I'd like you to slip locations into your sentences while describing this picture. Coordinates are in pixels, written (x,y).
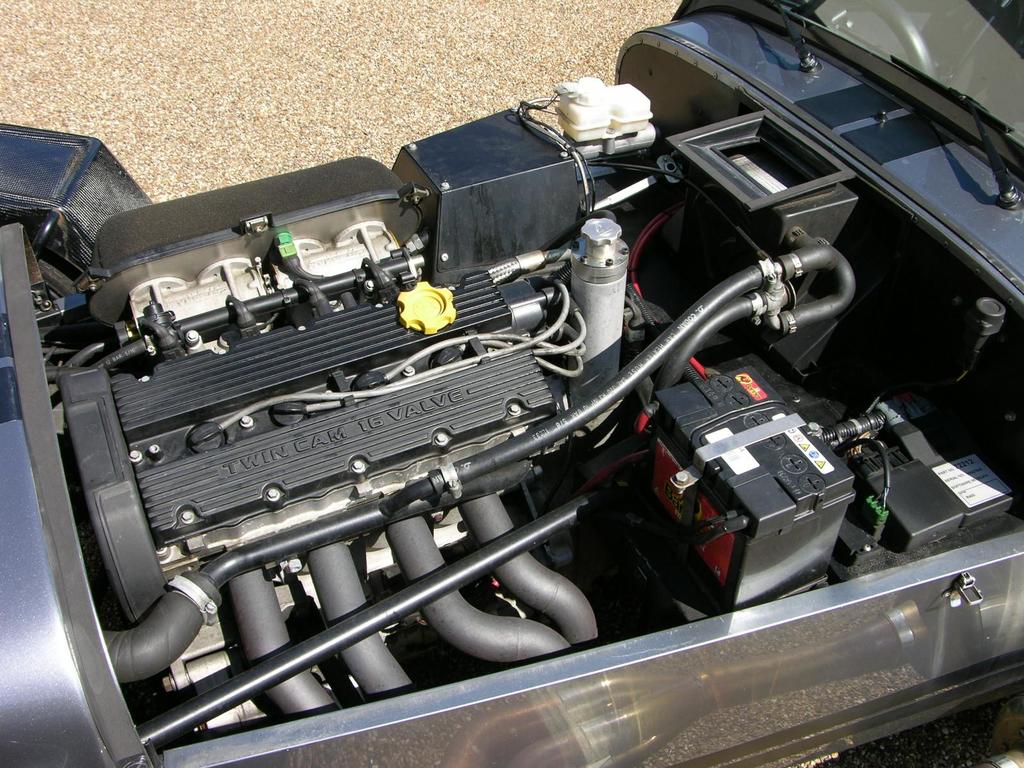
In this image I can see an engine (396,404), pipes (677,342) and some other objects (242,196).
